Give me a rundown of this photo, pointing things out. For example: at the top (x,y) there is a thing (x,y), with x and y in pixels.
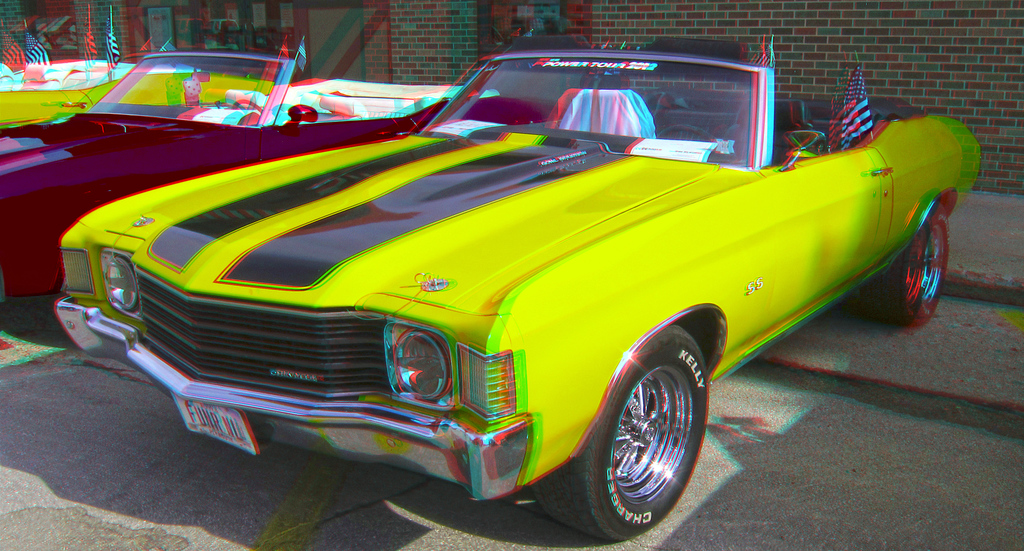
We can see cars (26,80) on the road (871,361). In the background (900,89) we can see wall (677,21).
